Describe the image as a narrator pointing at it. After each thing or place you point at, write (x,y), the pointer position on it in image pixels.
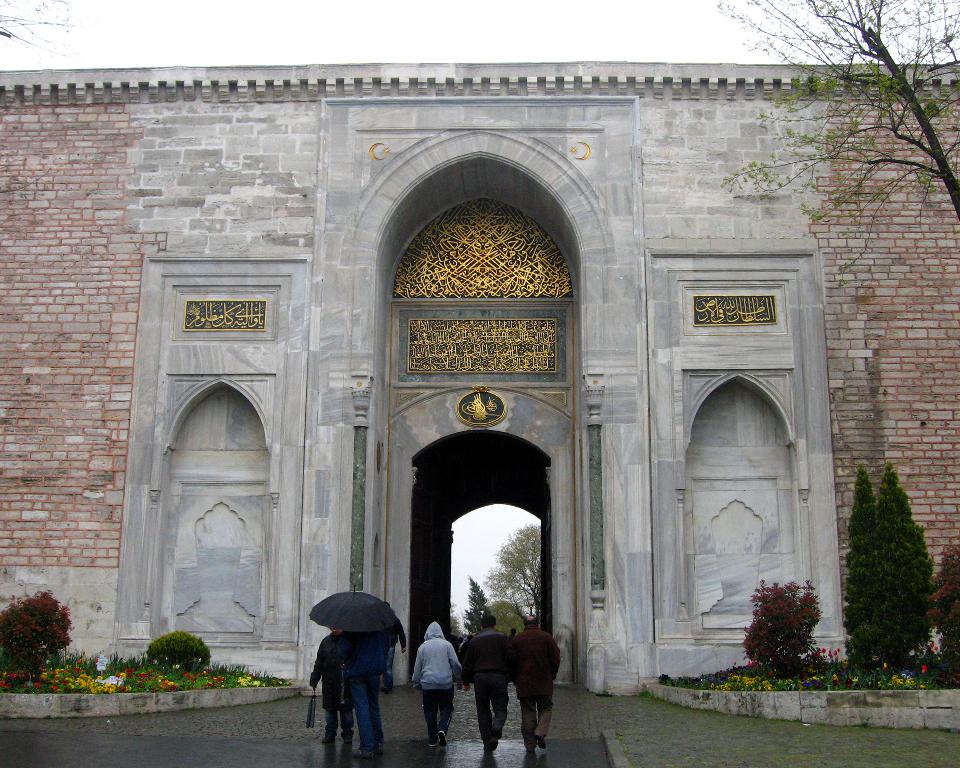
This picture is clicked outside. In the center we can see the group of persons (477,686) walking on the ground (593,738) and we can see a black color umbrella (364,626). On both the sides we can see the green grass (62,683), plants (118,661) and flowers (48,674). In the center (384,321) we can see the building (124,315) and we can see the text (225,304) on the building (491,333). On the right corner (857,52) we can see a tree (884,58). In the background (583,26) we can see the sky (583,26) and in the background (501,586) we can see the trees (514,595), some other objects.
